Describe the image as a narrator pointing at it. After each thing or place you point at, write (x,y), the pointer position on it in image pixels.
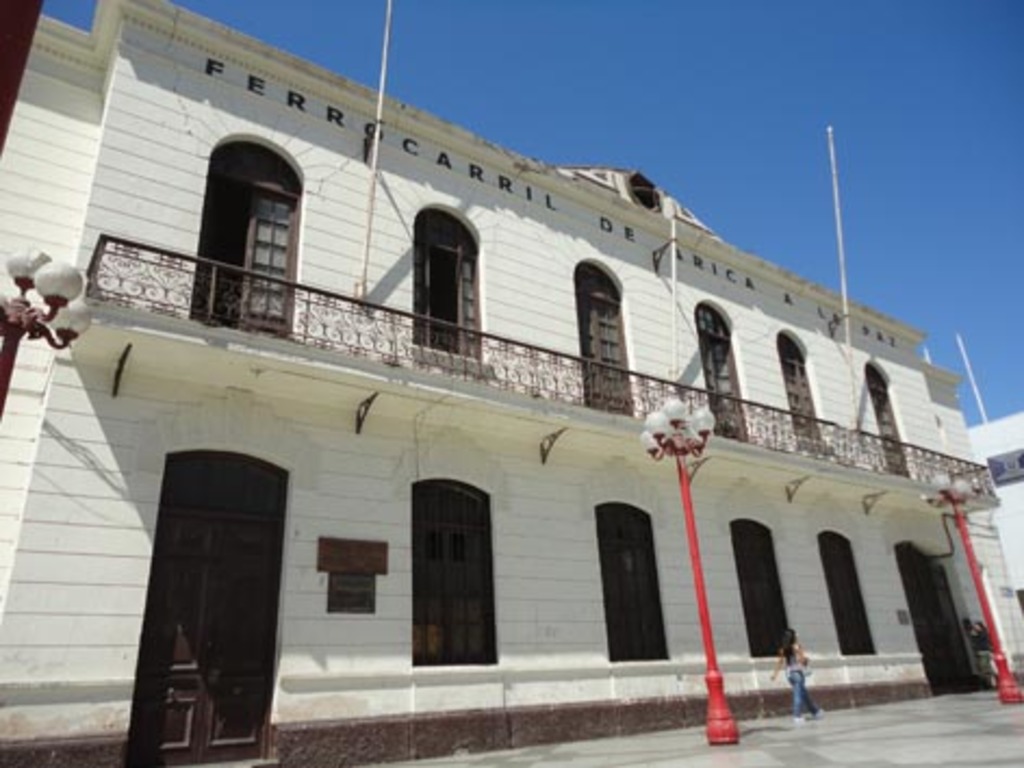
In this picture, we see a building (372,370) in white color. It has an iron railing (336,337) and the poles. We even see windows (298,226) and a door (237,656). In front of the picture, we see light poles (715,677). The woman (796,647) in blue jeans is walking. At the top (783,106), we see the sky (710,142), which is blue in color.
